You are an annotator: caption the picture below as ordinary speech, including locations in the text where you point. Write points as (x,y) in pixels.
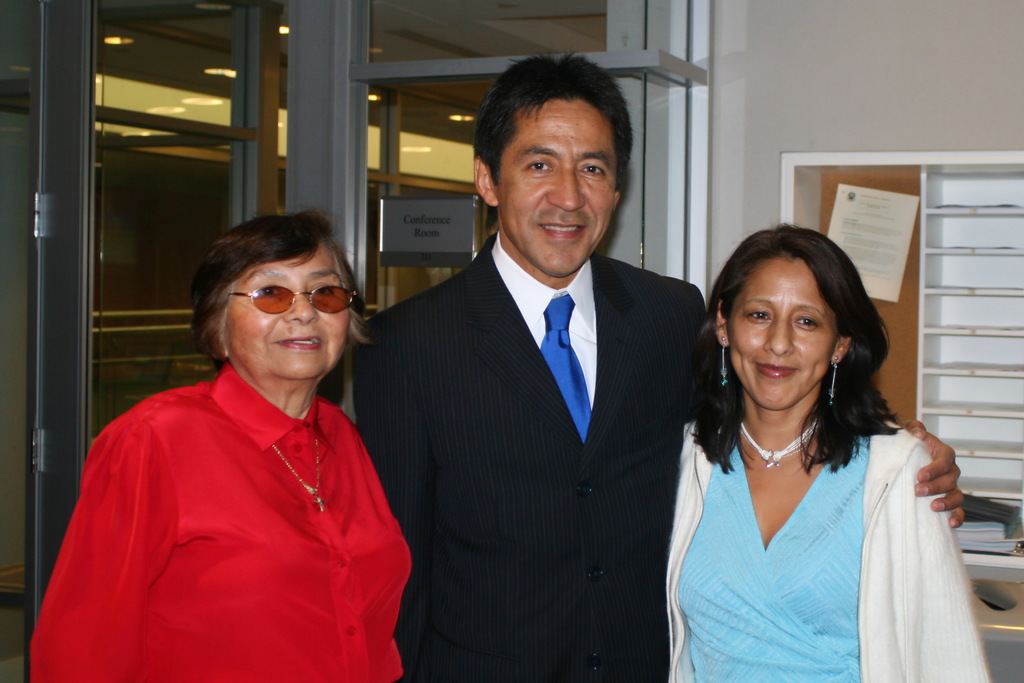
In the image there are three people (367,387) standing in the foreground (649,566) and posing for the photo, behind them there are two doors (185,124) and on the right side (827,182) there is an object (943,357), in front of the object (993,562) it seems like there are two books (997,542).
